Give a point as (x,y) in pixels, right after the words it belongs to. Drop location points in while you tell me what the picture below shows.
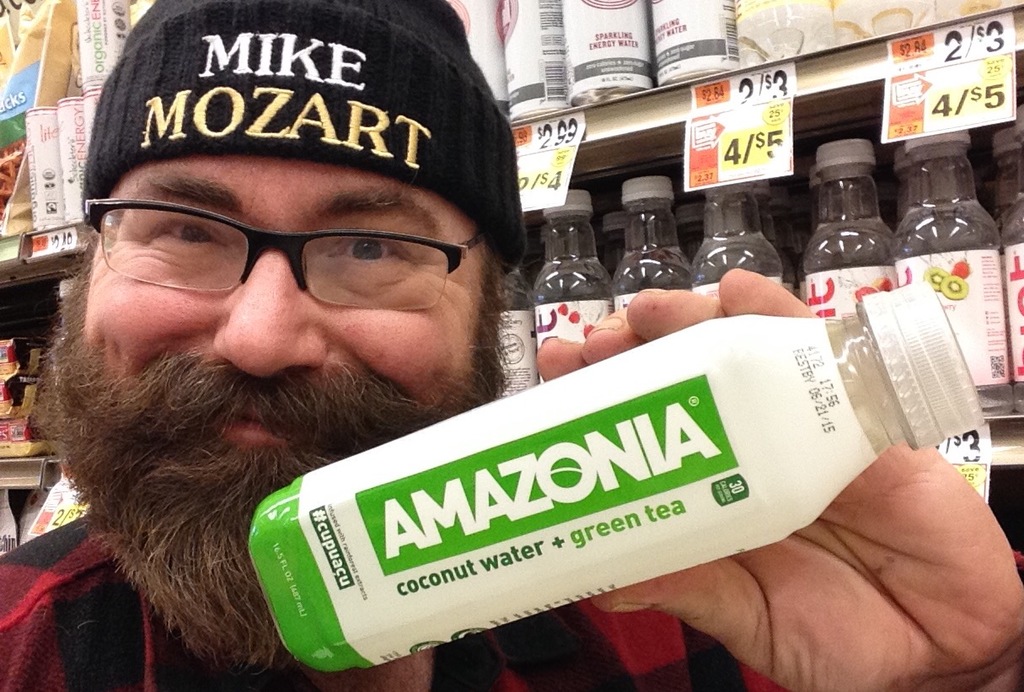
In the image there is a man (81,595) with red and black shirt (72,582) with beard (119,500) and spectacles (228,221). And there is a black cap (302,60) on his head (152,294). He is holding a bottle (487,464) in his hand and there is a label (694,481) on the bottle (741,464). Behind him there are many tins (642,75), bottles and packets (48,70) in the cupboard (597,146). And also there are price tags (743,126) hanging to the cupboard (830,133).
